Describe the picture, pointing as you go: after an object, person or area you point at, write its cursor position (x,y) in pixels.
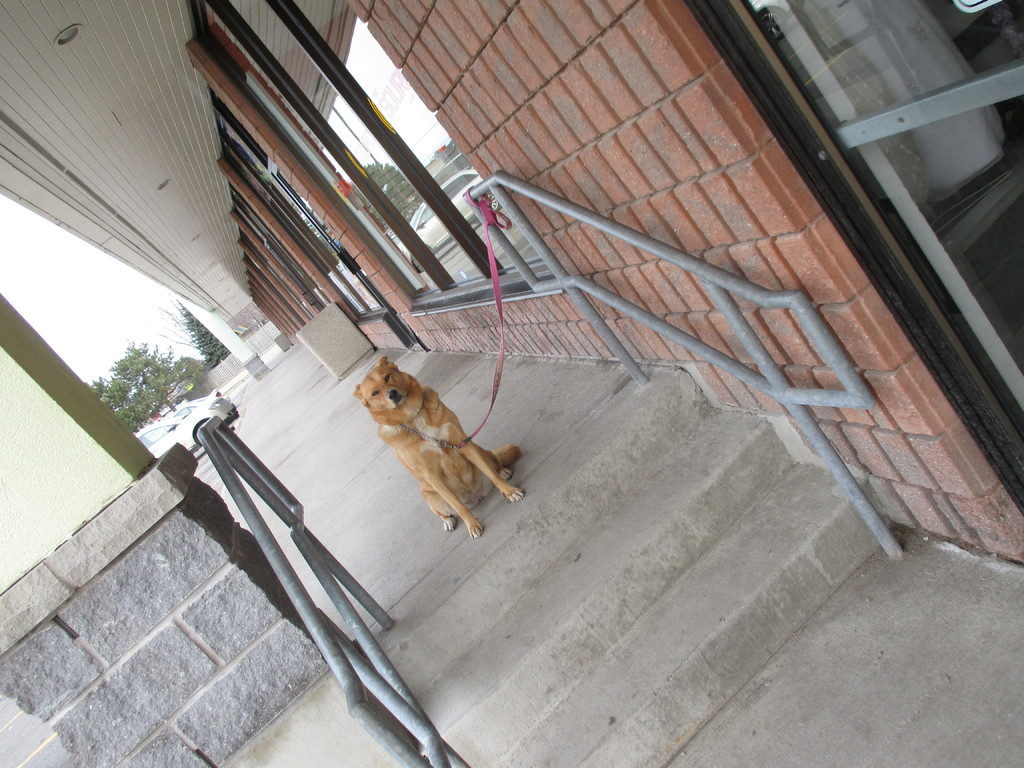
In this picture we can see a dog (468,449), and the dog (385,390) is tied with a belt (497,380) to the metal rod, in the background (630,279) we can see a building (244,289), trees (162,357) and cars (153,417).
